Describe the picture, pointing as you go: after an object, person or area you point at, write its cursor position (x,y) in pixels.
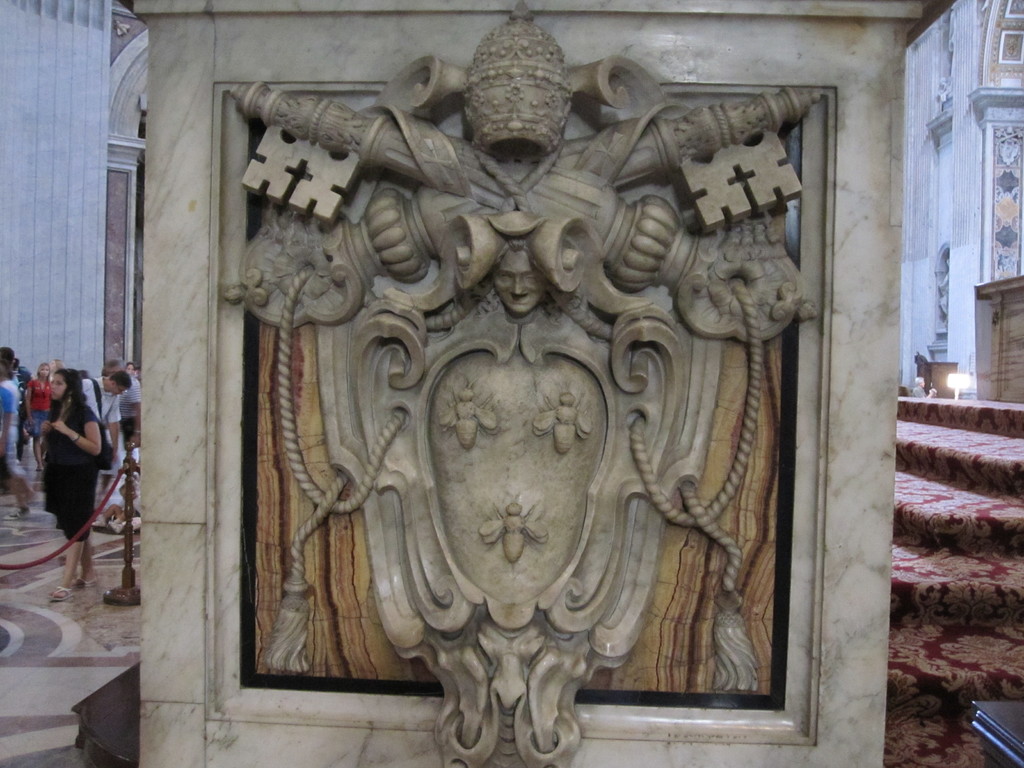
Here in this picture, in the middle (479,269) we can see a statue (475,205) carved on a stone (310,447), that is present on the ground (20,584) and behind that we can see number of people (84,432) standing and walking on the floor (0,595) and we can also see ropes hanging around it and we can see other monumental buildings (1004,66) present behind that.
